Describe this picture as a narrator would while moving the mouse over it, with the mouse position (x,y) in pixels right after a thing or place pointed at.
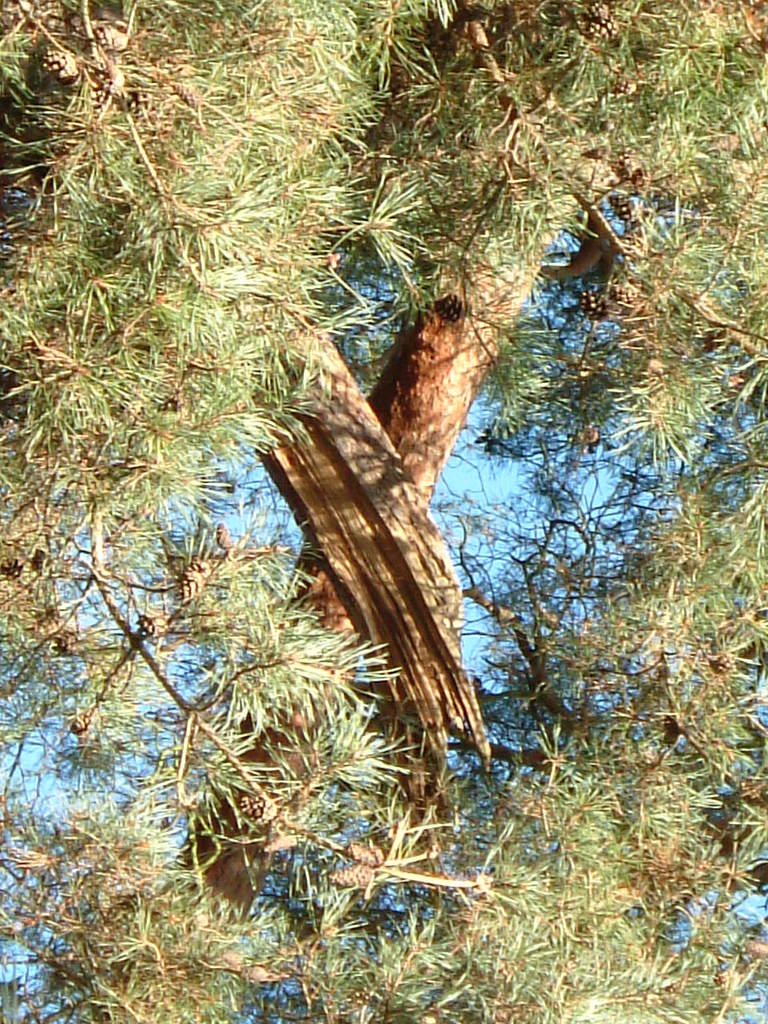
There is a pine tree (357,464) with cones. In the background (439,514) there is sky (562,549).
